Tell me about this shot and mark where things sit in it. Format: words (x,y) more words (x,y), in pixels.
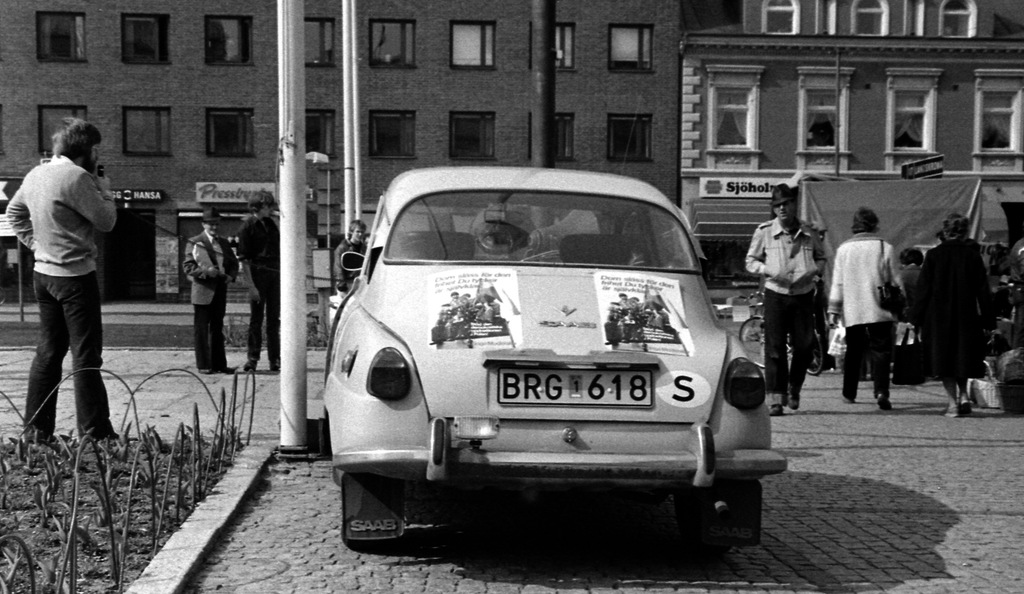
This is a black and white image where we can see a car (625,268) on the pavement (958,539). In the background (210,253), we can see the poles (358,119), people (93,302), vehicle (756,326), stall (836,224) and buildings (504,145). We can see the small plants (126,490) and fence (200,463) in the left bottom of the image (113,566).
